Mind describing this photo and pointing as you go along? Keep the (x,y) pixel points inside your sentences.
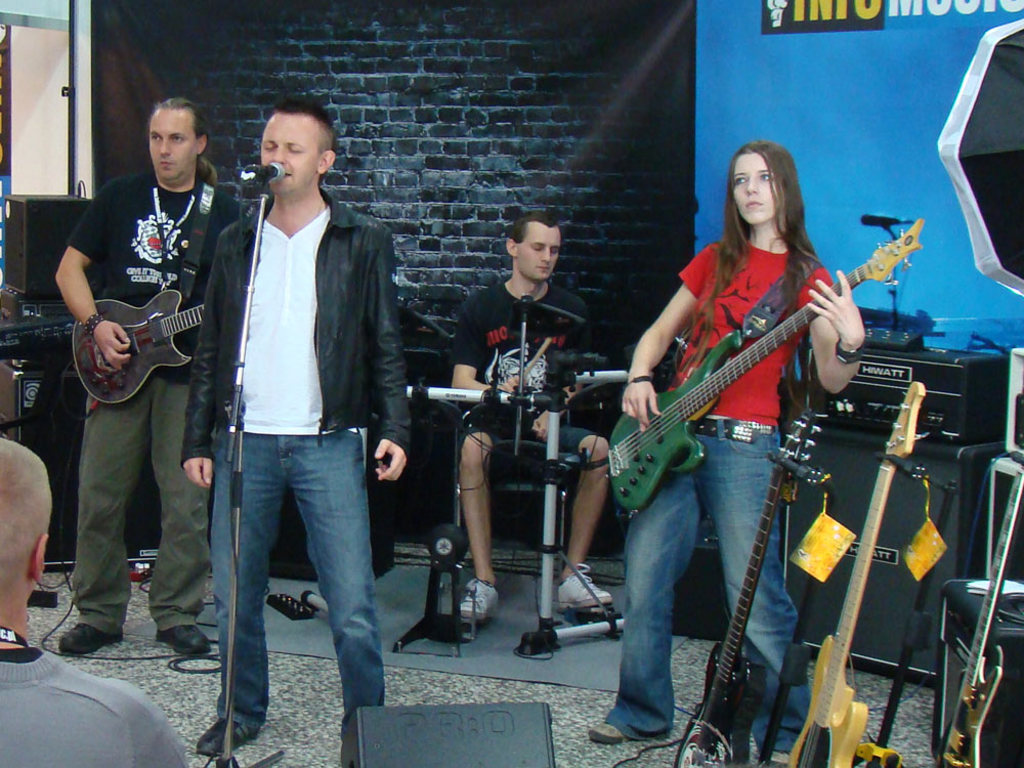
On the background (306,81) we can see window (69,93), wall (459,104) with bricks (551,87) and a banner (900,84). We can see persons (146,236) standing here and playing guitar (142,327). We can see a man (297,134) standing in front of a mike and singing. Behind to this man (327,312) we can see a man (513,281) sitting and playing drums (546,532). These are guitars (830,722). This is a device (954,418).
